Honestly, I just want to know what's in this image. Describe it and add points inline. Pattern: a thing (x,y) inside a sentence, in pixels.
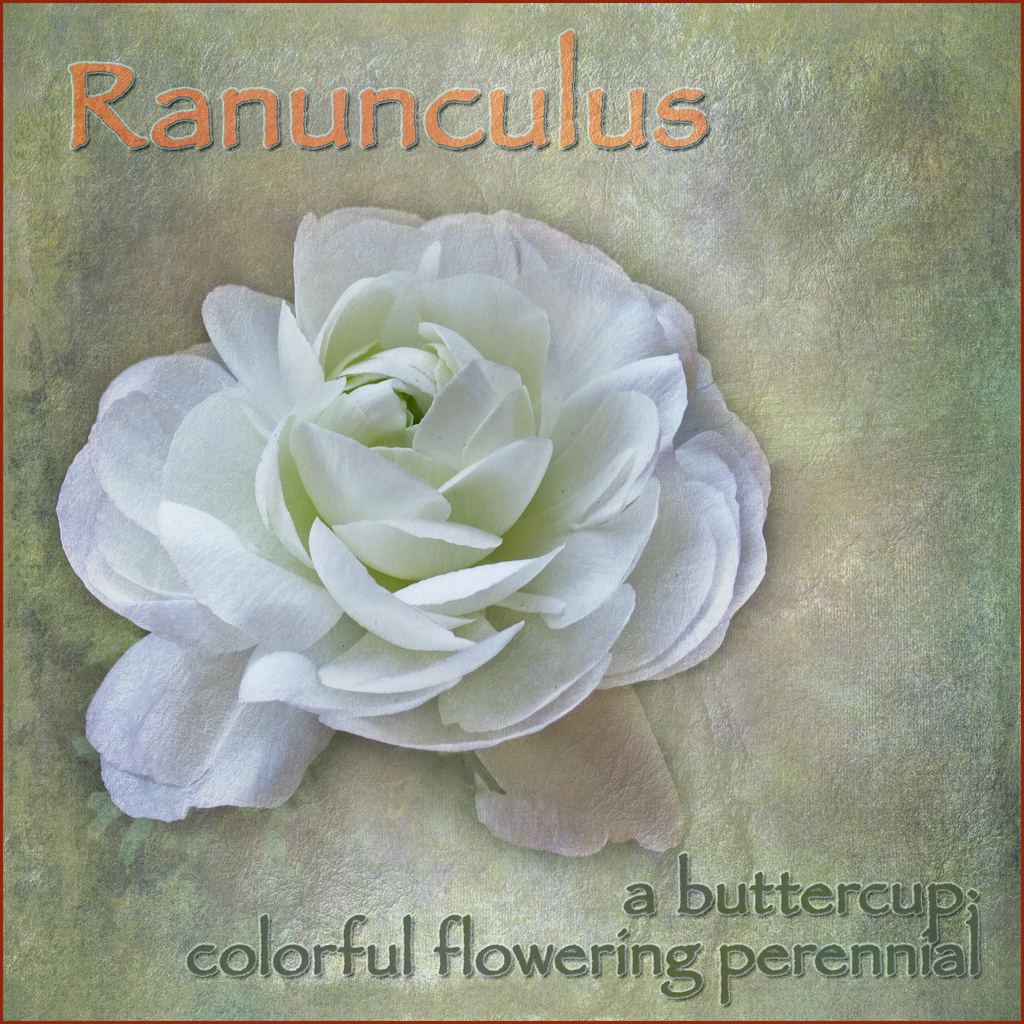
In this image I can see a poster (381,631) of a white flower (401,622) and some matter (664,987) is written.
